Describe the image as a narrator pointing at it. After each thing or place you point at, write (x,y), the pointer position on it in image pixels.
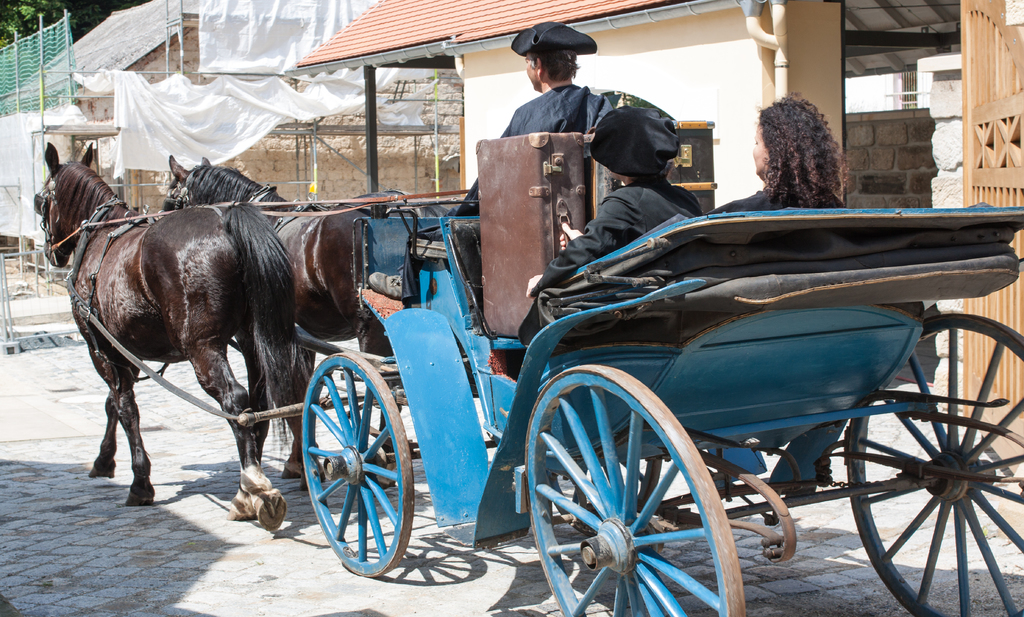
In the foreground of this picture (433,419), there is a horse cart (397,401) on which persons (621,213) and suitcases (530,186) are on it. In the background (451,41), there are houses (473,17), a door (1011,178), wall (835,66), white clothes (226,71) and a tree (68,2).
